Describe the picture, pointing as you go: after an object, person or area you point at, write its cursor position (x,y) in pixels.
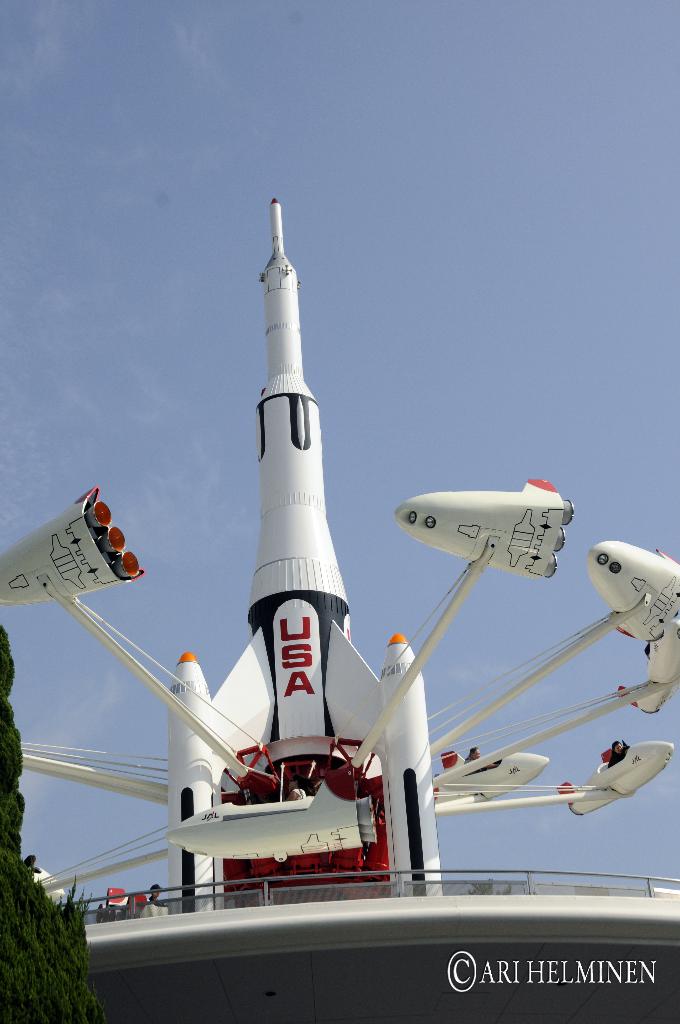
In the image we can see a missile (395,730), tree (46,948), watermark (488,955) and a sky (431,312).
